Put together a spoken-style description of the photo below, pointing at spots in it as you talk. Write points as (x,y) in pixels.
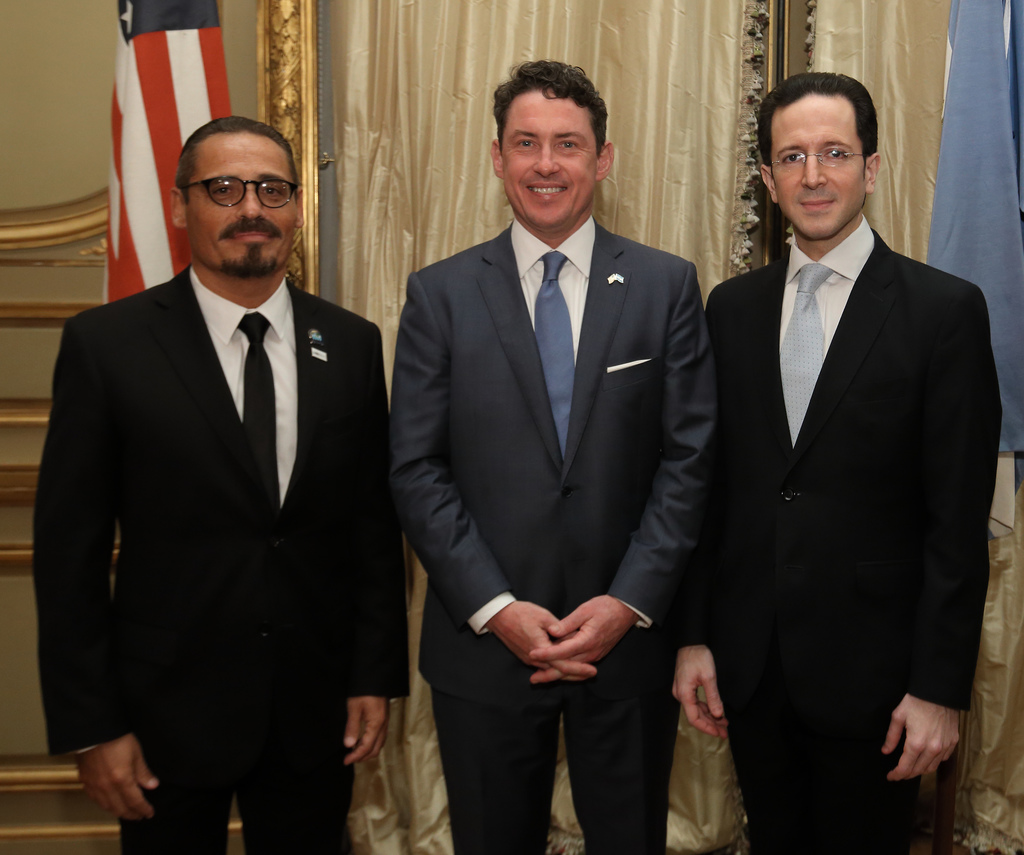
In the foreground of this picture (714,333) we can see the three persons (603,297) wearing suits (528,332), smiling and standing on the ground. In the background (998,282) we can see the curtains (739,30) and a flag (129,61).
